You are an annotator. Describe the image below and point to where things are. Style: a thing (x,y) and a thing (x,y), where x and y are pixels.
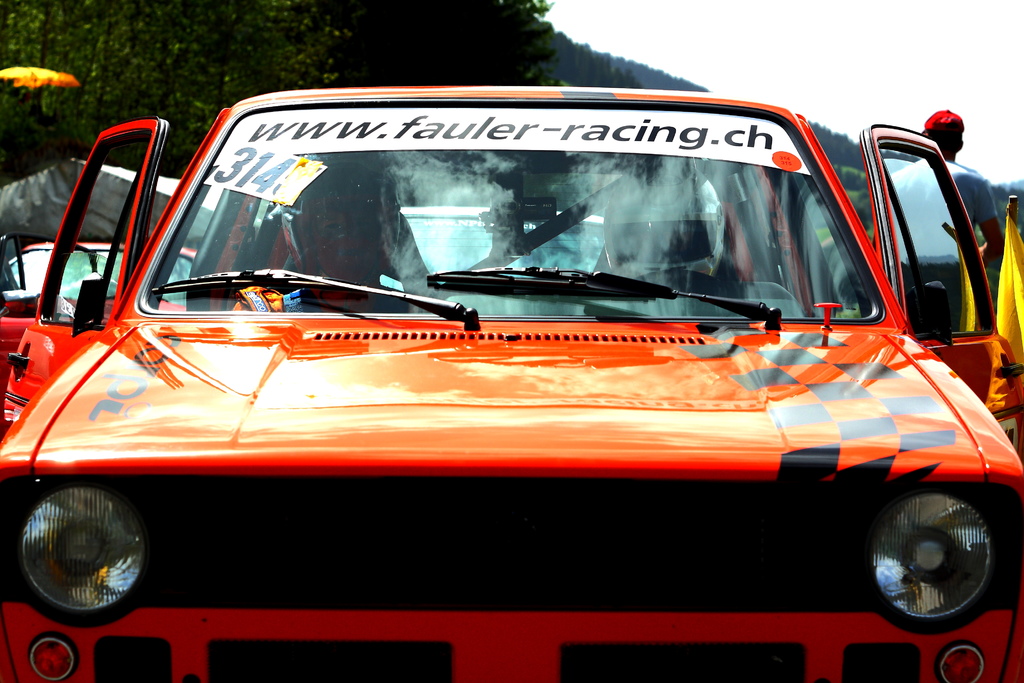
In this image I can see the vehicles (121,385). To the right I can see the person (919,236) standing and wearing the dress (915,185) and cap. In the background (271,50) I can see many trees (373,74) and the sky (673,58).
